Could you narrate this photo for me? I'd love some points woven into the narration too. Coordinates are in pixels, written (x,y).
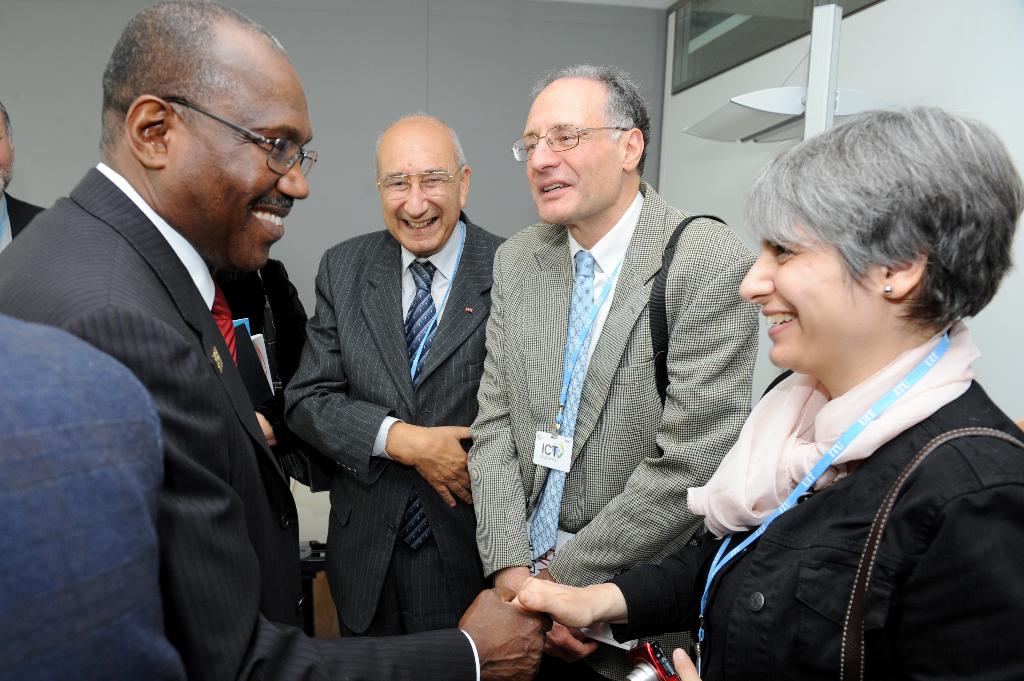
This is an inside view of a room (266,285). Here I can see few people (446,398) are standing and smiling. A man (208,308) and a woman (822,312) are shaking their hands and smiling by looking at each other. In the background (396,59) there is a wall (332,60).
